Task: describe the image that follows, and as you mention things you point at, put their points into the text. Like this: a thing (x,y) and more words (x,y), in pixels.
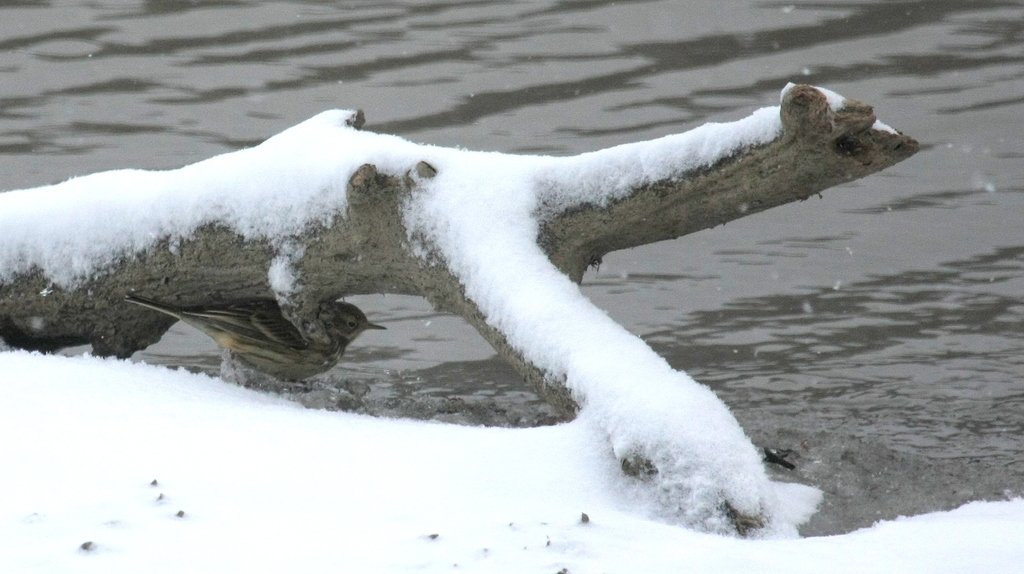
At the bottom of this image (253,500) I can see the snow (139,483). On the left side (310,345) there is a bird (296,346) under a trunk (244,292). On the trunk (366,172) there is snow (155,191). At the top of the image (363,54) I can see the water (128,26).
